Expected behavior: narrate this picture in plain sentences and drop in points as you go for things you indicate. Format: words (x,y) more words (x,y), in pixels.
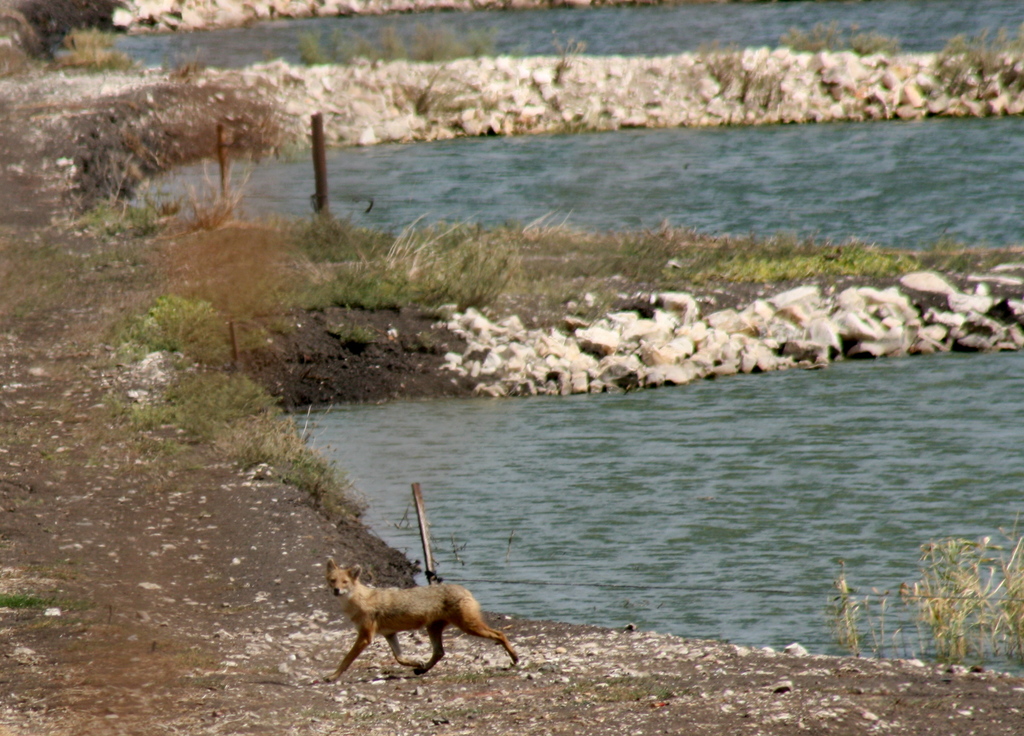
In this image I can see a animal (408,629) which is brown and gold in color is running on the ground (438,666). In the background (814,250) I can see few rocks (635,346) which are white in color, some water (617,463), few poles (221,167), some grass (742,250) and the ground (38,224).
